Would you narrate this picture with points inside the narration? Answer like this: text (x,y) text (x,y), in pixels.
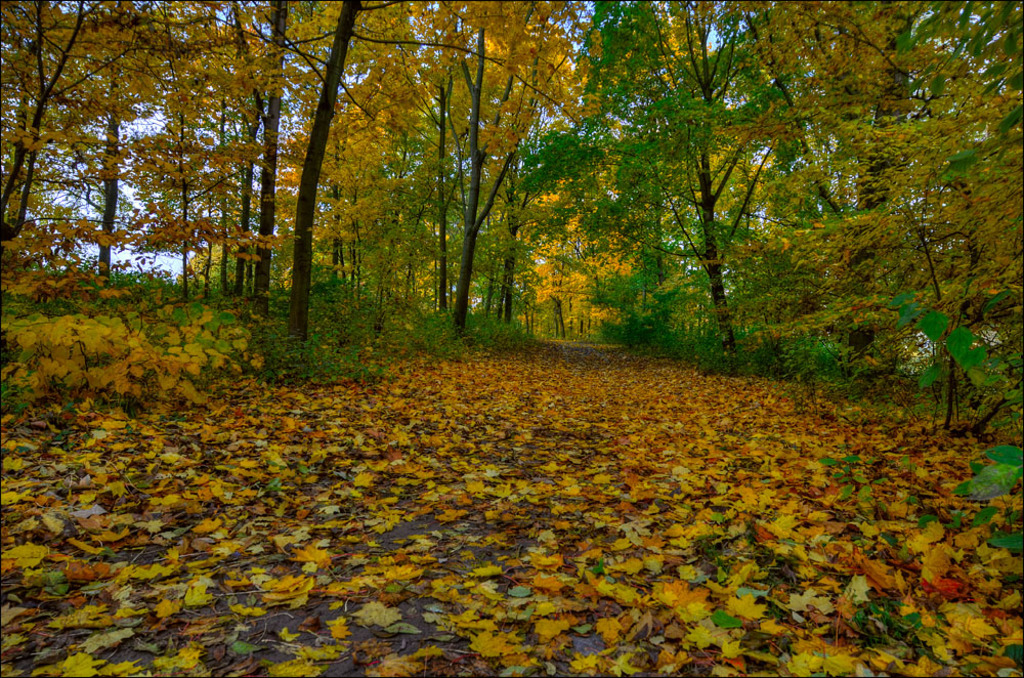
At bottom of the image (613,596) I can see many leaves (445,554) on the ground (281,544). In the background (434,184) there are trees (492,247).
